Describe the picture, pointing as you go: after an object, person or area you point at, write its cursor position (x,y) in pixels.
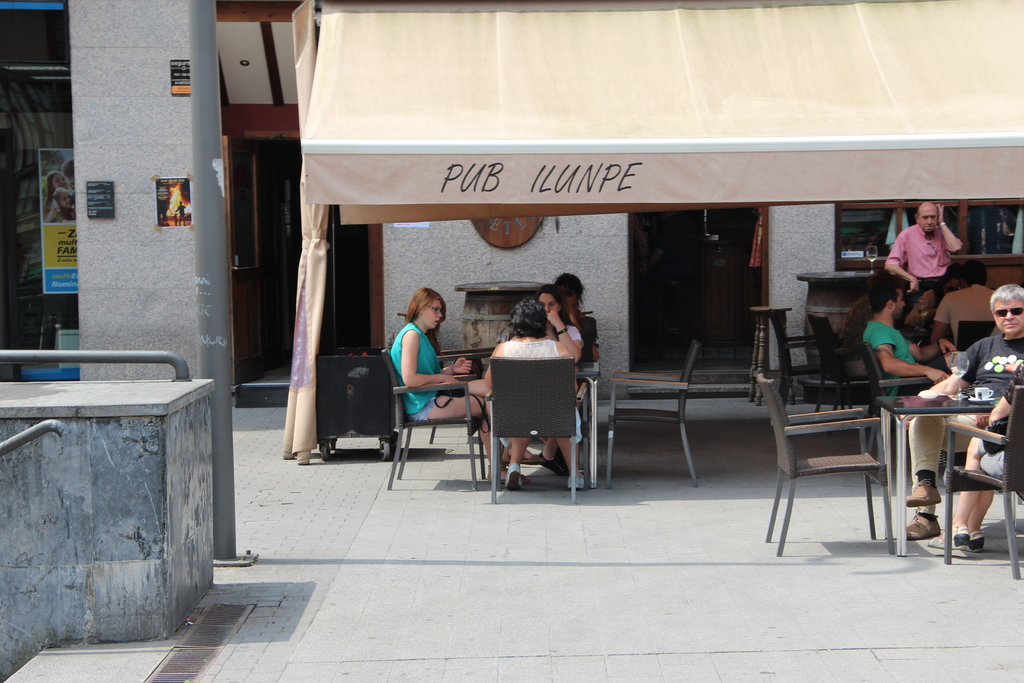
Here we can see four people (550,292) sitting on a chair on this tent (510,170) and having a conversation. There is a man (1003,288) sitting on a chair (1017,537) on the right side (1011,317). There is a person (920,269) on the top right (943,209).
